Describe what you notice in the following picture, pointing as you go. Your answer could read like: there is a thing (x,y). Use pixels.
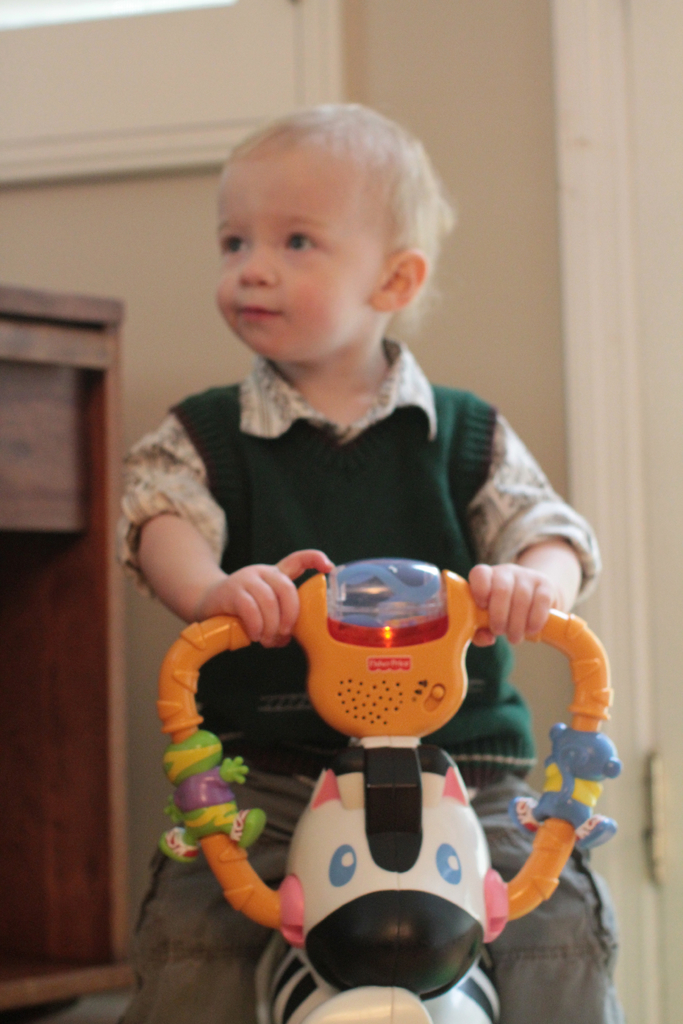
In this picture we can see a kid (253,603) is sitting on a toy vehicle (326,812). Behind the kid (273,650), it looks like a wooden cupboard (35,530) and the wall (142,219).
